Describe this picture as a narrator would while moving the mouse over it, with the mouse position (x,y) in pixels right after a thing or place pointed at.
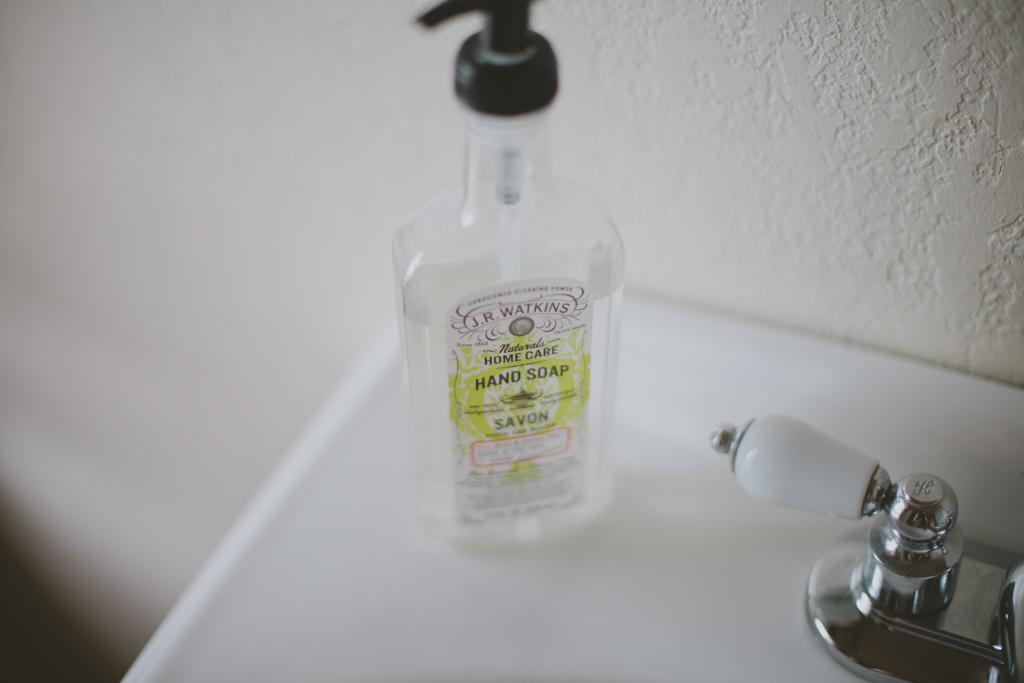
In this image we can see a bottle (529,265) and a tap (806,422) on a white color platform (758,514). In the background (368,306) we can see wall (643,186).
